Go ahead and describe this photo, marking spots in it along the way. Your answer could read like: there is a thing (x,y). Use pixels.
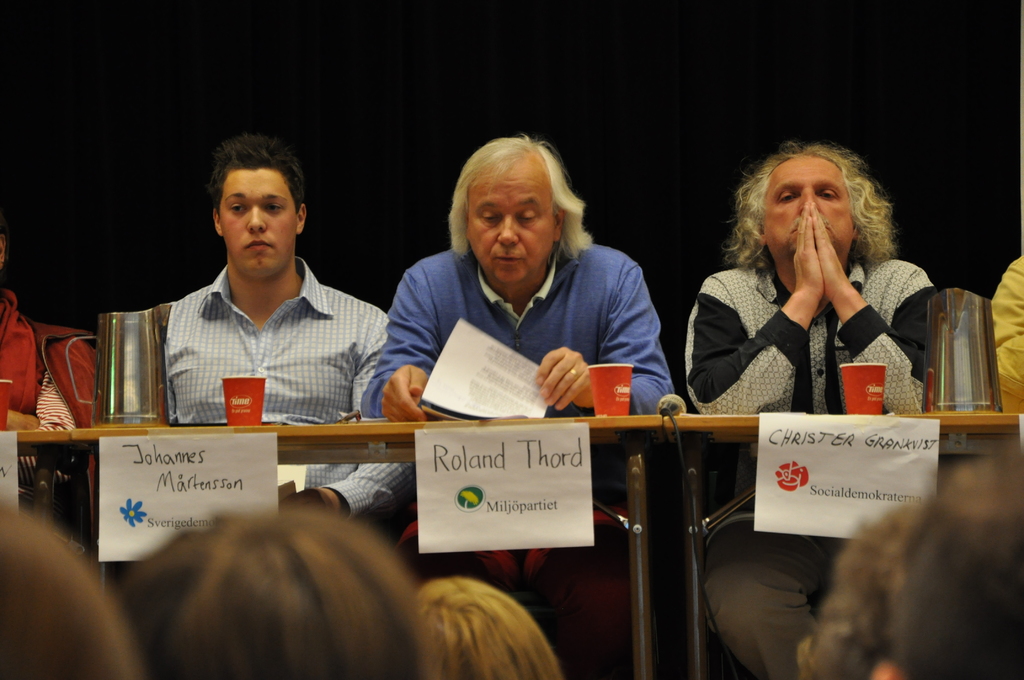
In the center of the image (562,228) there are people (24,323) sitting on chairs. There is a table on which there are objects (683,403). At the bottom of the image (300,557) there are people (284,659). In the background of the image (165,70) there is a black color cloth (247,86).
